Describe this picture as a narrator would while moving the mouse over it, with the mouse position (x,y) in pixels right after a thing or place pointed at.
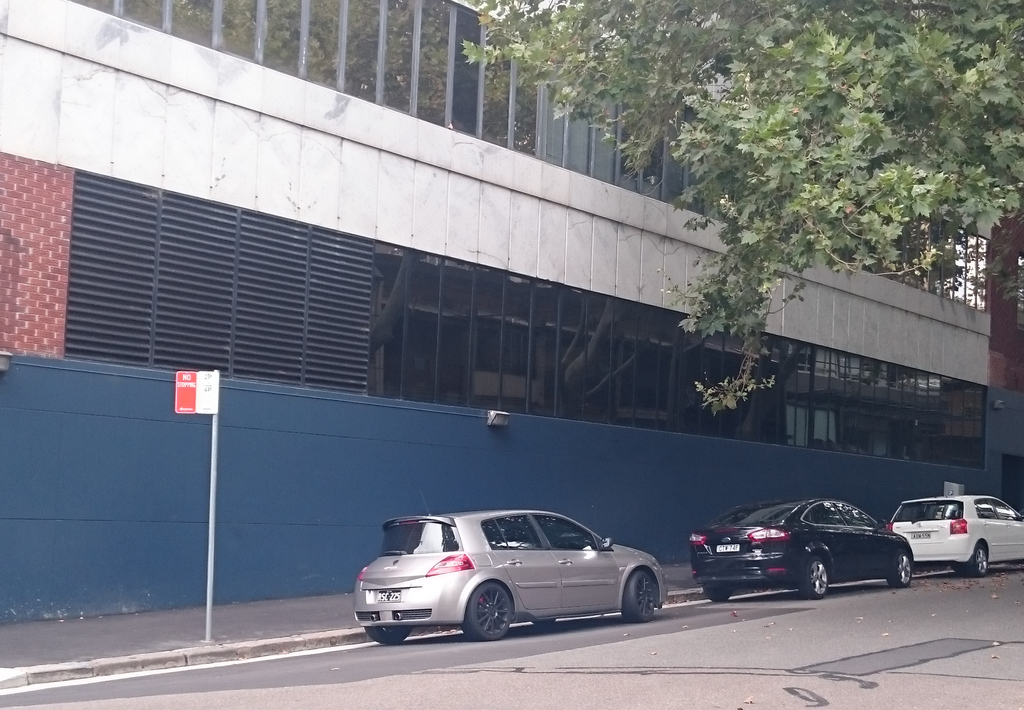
In the foreground of this image (592,555), there are cars (817,572) placed side to a road (372,649) and we can also see a pole (210,625) on the side path (190,625). In the background (368,253), there is a building (572,338) and also a tree (908,136) in the top right corner (825,146).
